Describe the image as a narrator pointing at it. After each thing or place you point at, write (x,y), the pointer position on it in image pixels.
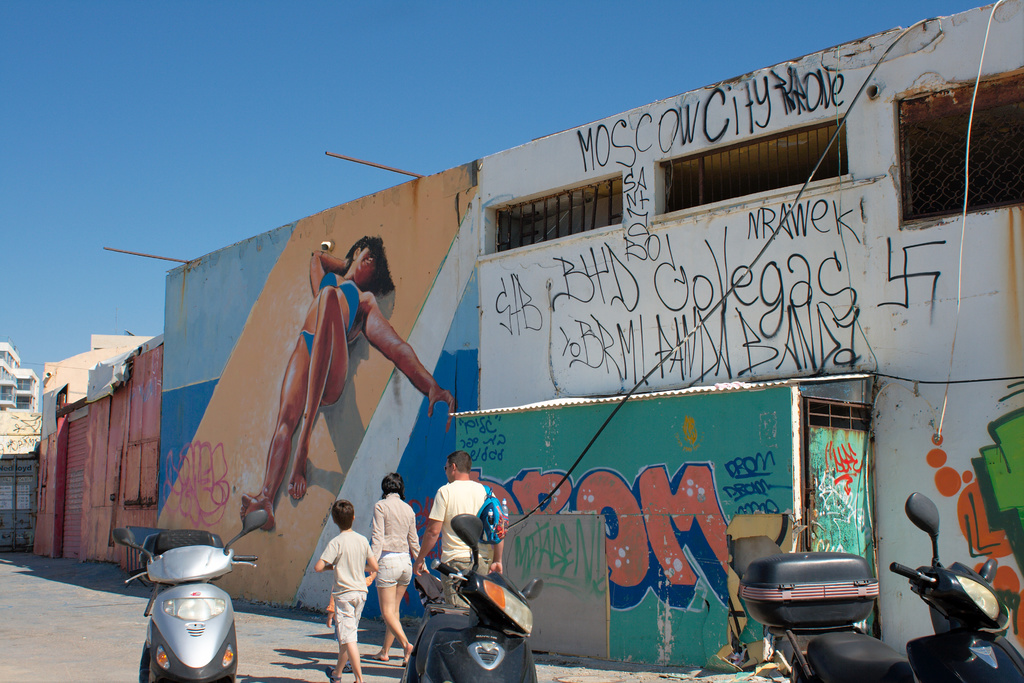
In the image there is a wall (590,287) and on the wall (298,393) there are some paintings (337,381) and different alphabets (675,286), there are three people (417,534) walking beside that wall (262,444) and behind them there are three vehicles (911,651) parked on the land (292,618), in the background (11,385) there is a building (8,382).
